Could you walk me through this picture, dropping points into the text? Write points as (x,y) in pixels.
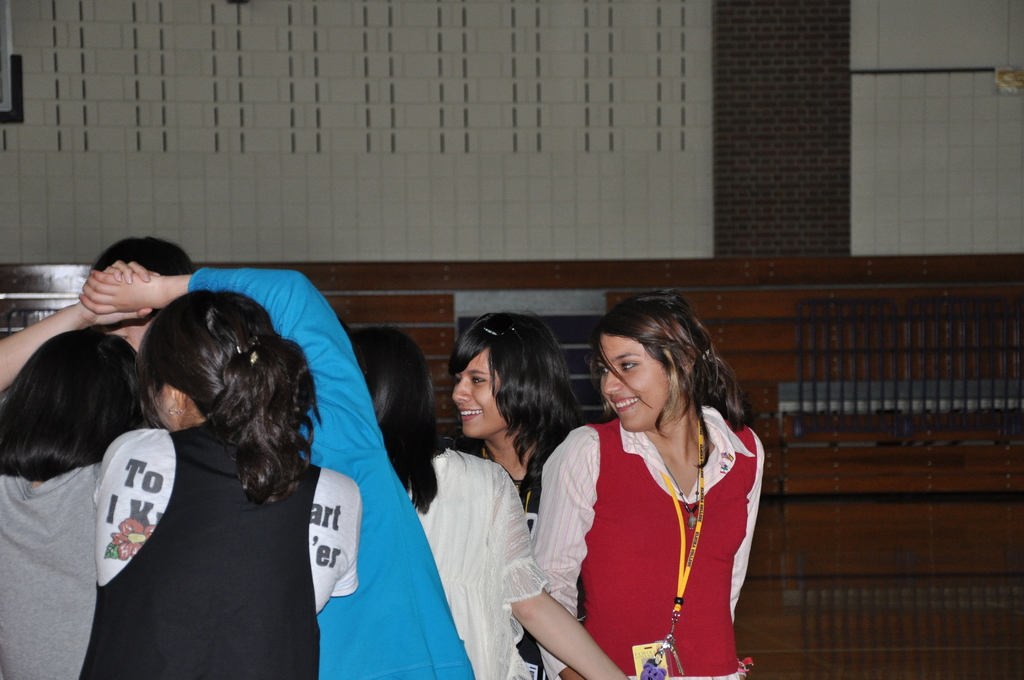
In this image we can see people (54,619) at the bottom of the image (567,660). In the background of the image (515,220) there is a wall (756,28).
